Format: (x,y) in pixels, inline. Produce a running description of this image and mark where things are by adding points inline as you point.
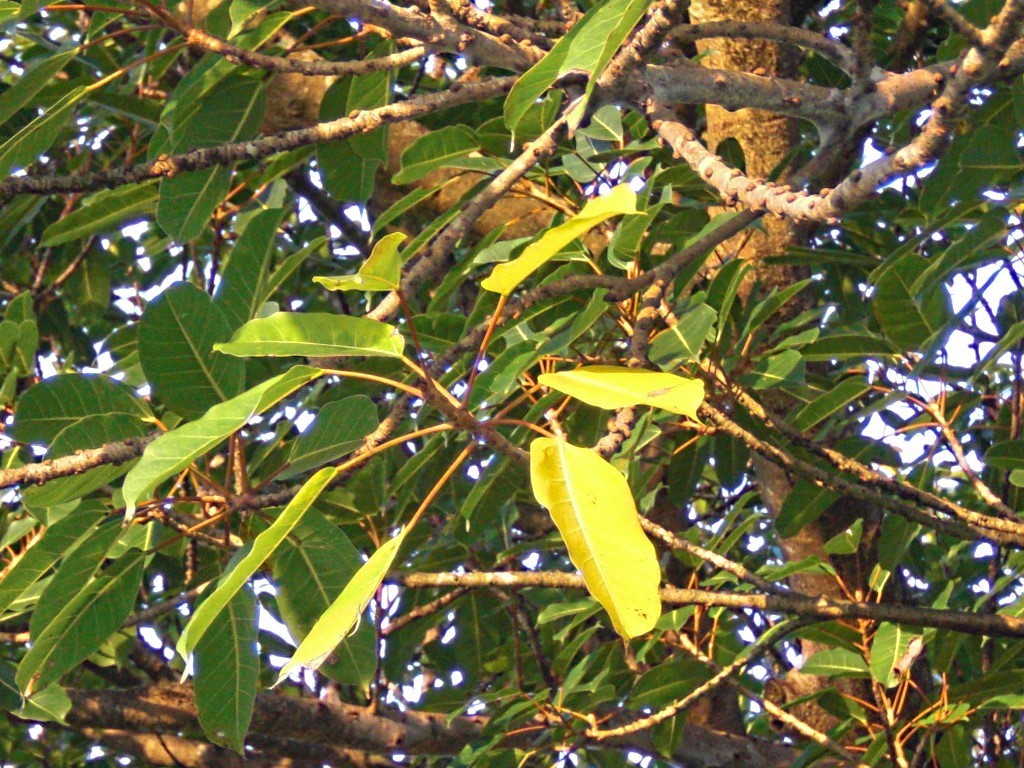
In this picture we can see there are trees (607,456) and behind the trees (307,352) there is a sky (919,428).
